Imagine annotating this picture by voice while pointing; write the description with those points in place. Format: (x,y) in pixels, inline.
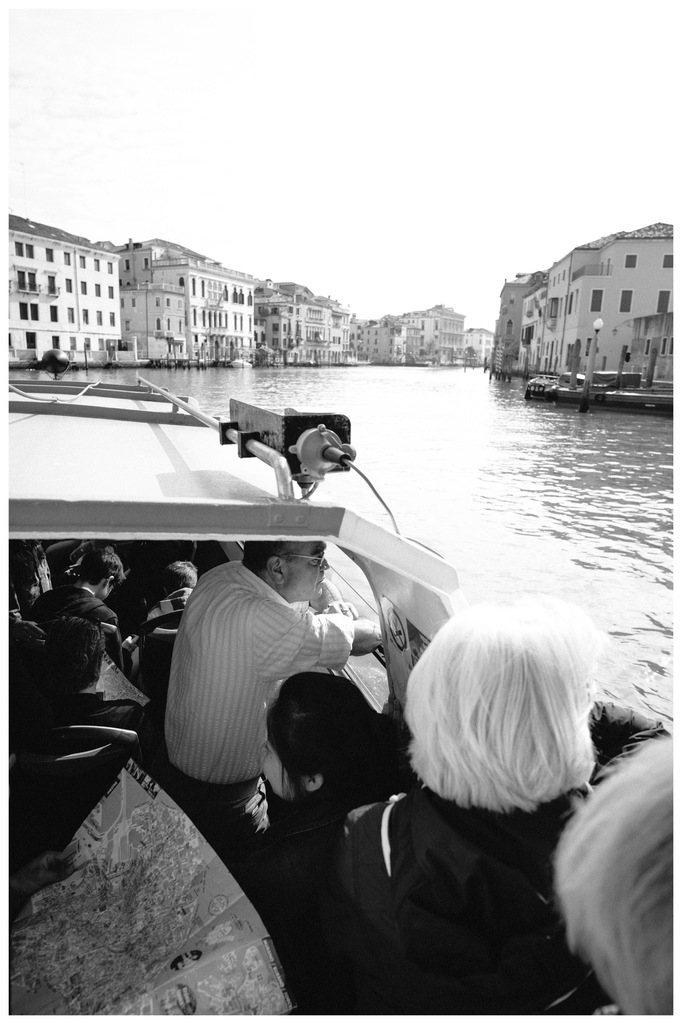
This is a black and white image. In this image we can see persons (230,670) sitting in the seats (113,749) of a boat (234,530) on the water (525,523), street poles (573,364), street lights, buildings (438,329) and sky (300,132).
